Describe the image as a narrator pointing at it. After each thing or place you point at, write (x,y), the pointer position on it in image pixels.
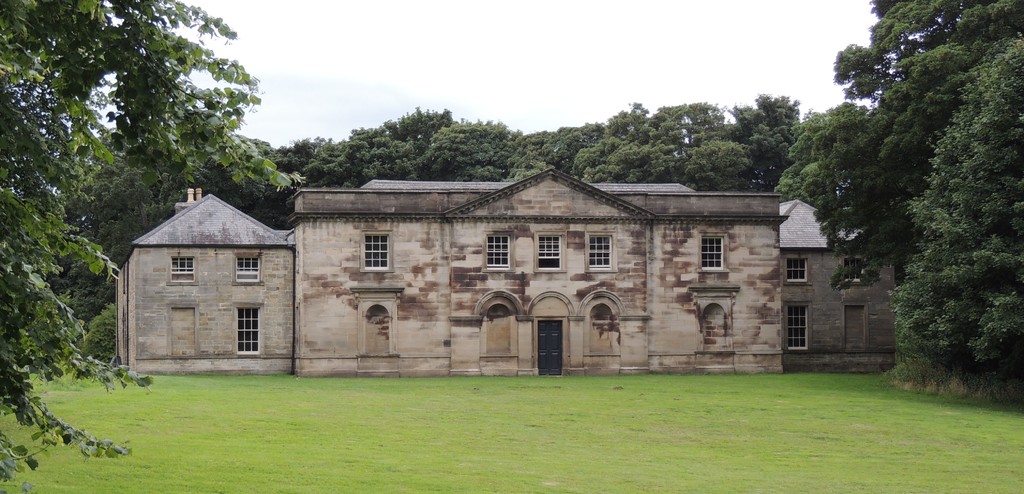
In this picture there is a building (707,296). On the bottom (613,434) we can see grass (167,475). In the back (611,163) we can see many trees (673,140). At the top (543,51) we can see sky (489,42) and clouds (489,45).
